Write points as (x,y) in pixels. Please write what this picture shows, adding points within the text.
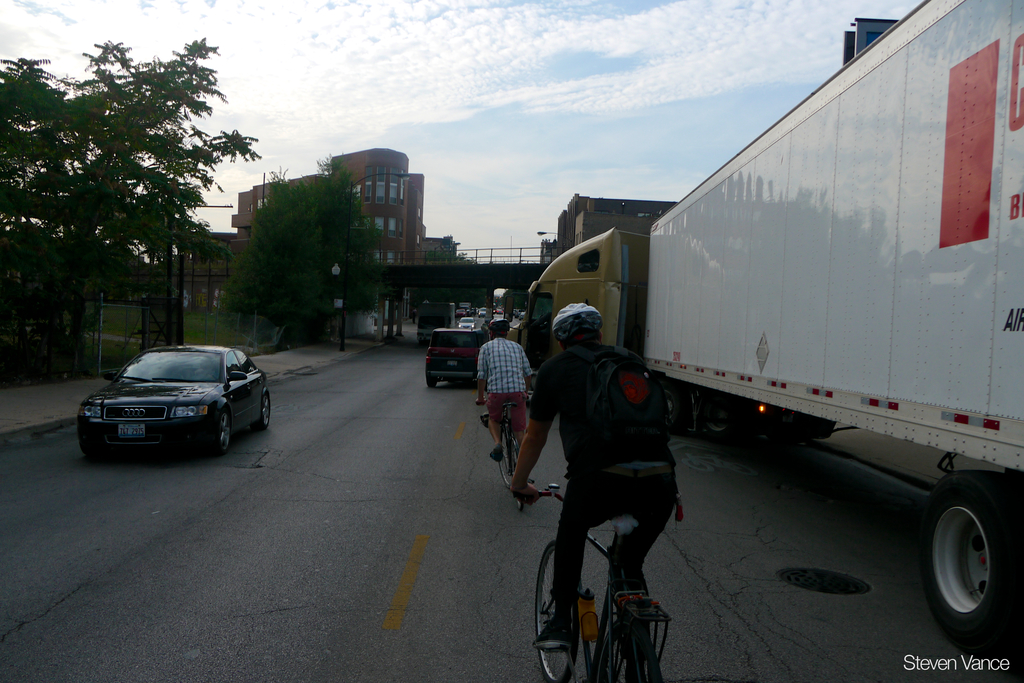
In this image we can see some vehicles (672,332), person's (626,463), a bag (622,388) and other objects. In the background of the image (374,184) there are some buildings (557,241), bridge (483,255), trees (296,277), poles (346,282) and other objects (92,346). At the bottom of the image (440,600) there is the road (51,565). At the top of the image (510,79) there is the sky (754,94). On the image there is a watermark (947,665).
